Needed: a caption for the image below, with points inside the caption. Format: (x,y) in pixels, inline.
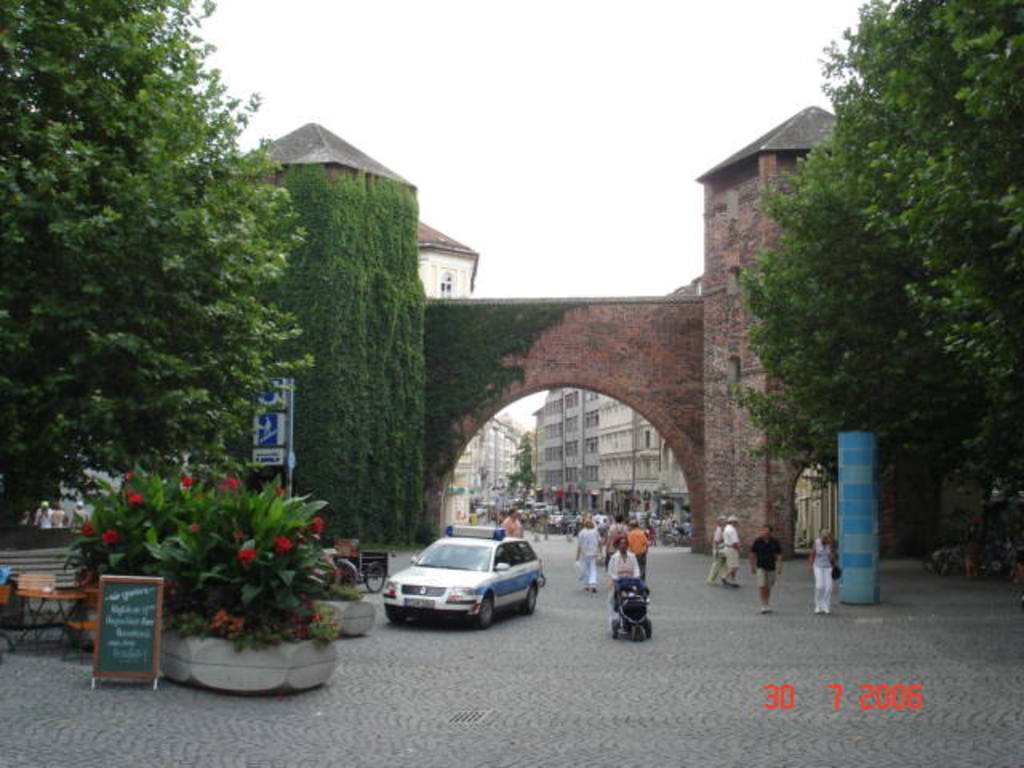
In this image I can see some people (713,578). I can see the vehicles (505,577). On the left (138,432) and right side (954,390), I can see the trees (823,381). In the middle (572,377) I can see the wall (528,383). In the background (541,440), I can see the buildings (542,430) and the sky (521,157).
